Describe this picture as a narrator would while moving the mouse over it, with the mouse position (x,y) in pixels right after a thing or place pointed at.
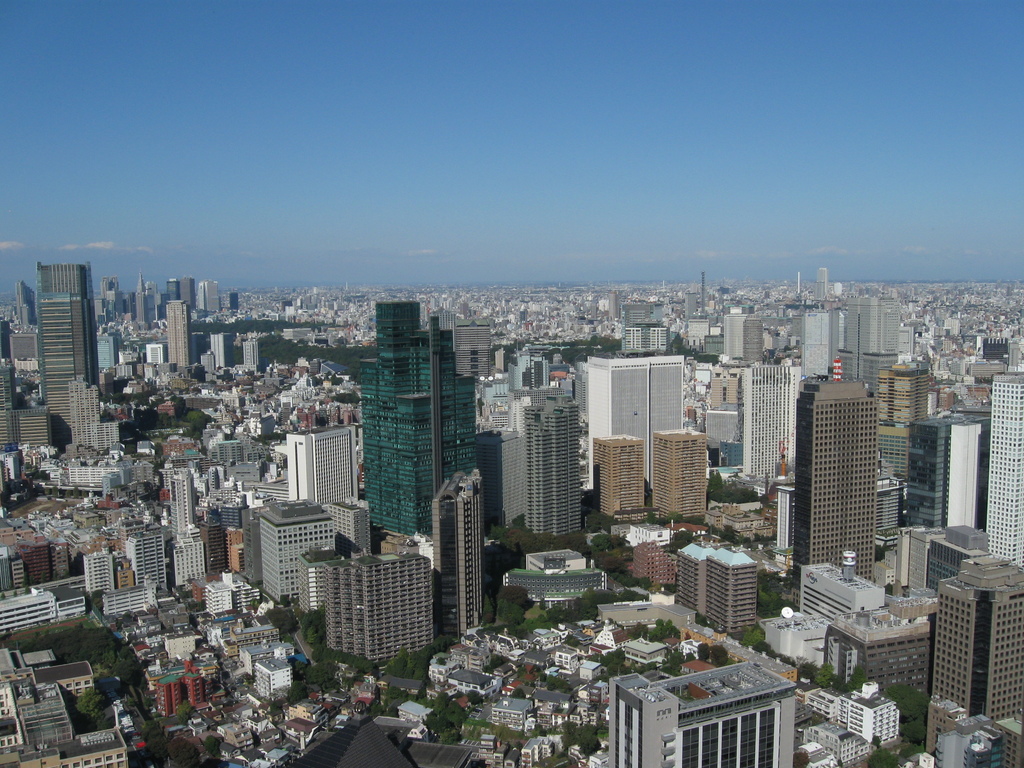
In this picture I can see the city (200,732). In that city (374,406) I can see many buildings (608,431), skyscrapers (575,495), house (610,645), trees (614,672), roads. At the top (762,16) I can see the sky (478,68) and clouds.
